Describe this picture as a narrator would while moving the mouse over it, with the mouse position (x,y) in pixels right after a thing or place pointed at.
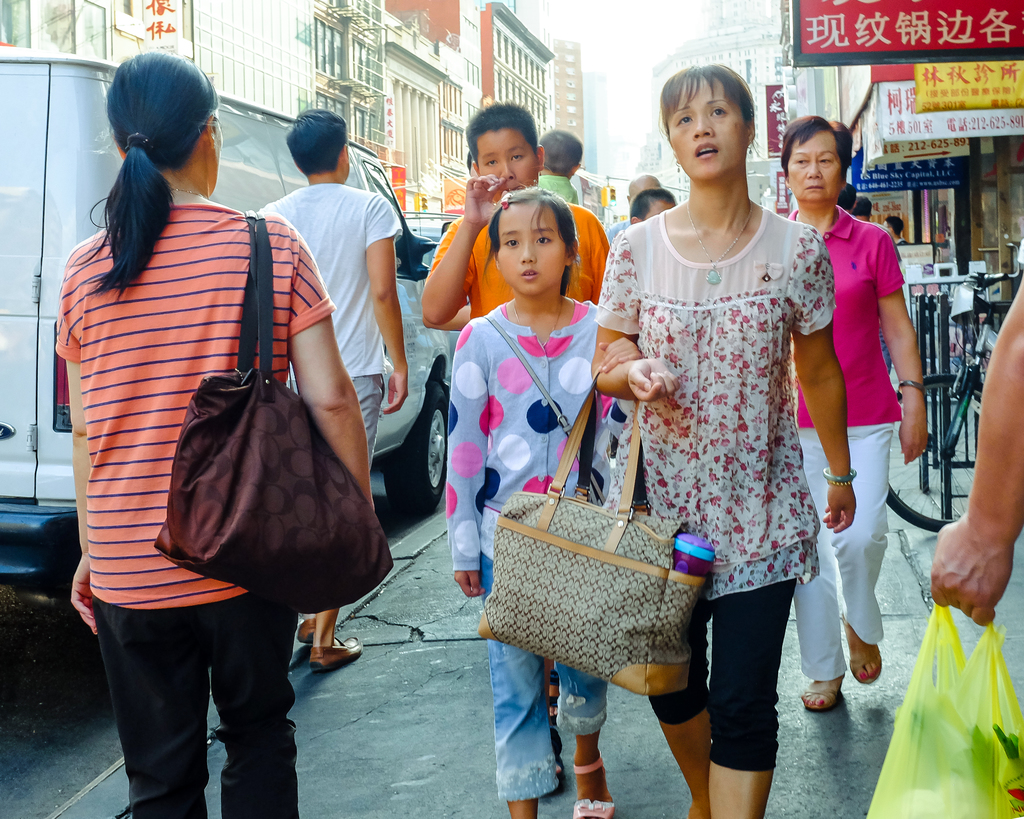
In this picture these persons (688,338) are walking. On this background (545,61) we can see buildings (545,61). There is a vehicle (43,204) on the road (66,761). This person (701,788) hold a bag (596,600). This person (241,600) wear a bag (268,514). We can see boards (912,90).
